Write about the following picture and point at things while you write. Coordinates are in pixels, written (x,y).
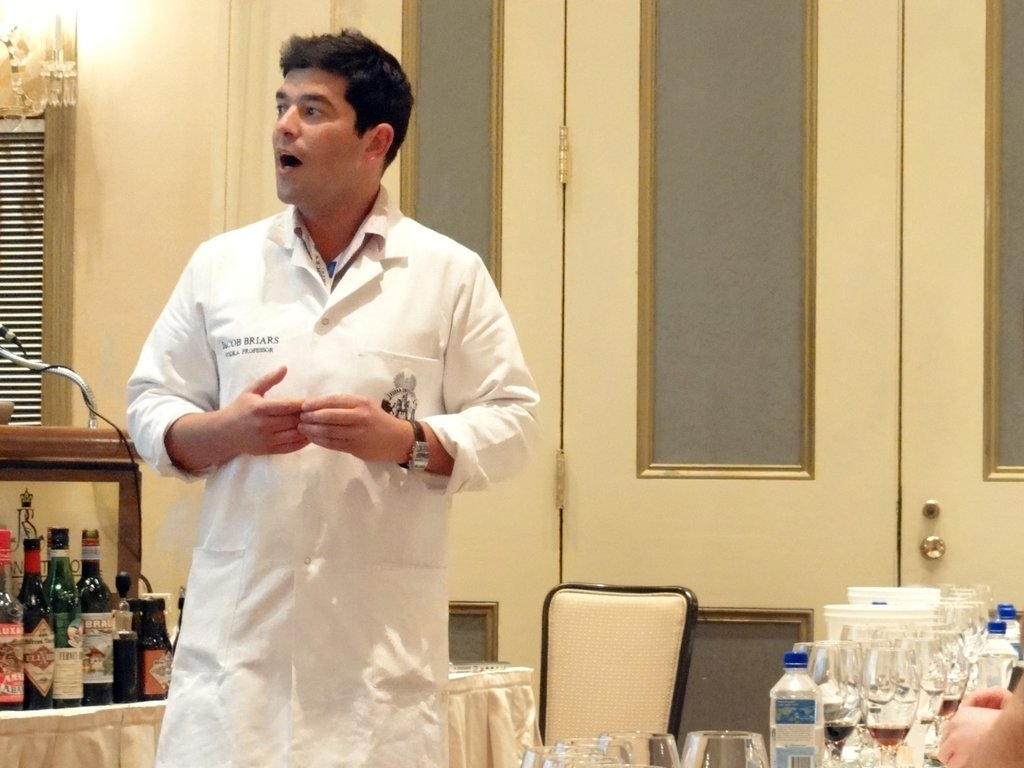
In this image there is a person (183,438) wearing a white coat (383,388) is standing before a table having few bottles (86,624) on it. Bottom of image (596,767) there are few glasses (887,680) and bottles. Behind it there is a chair (615,637). Right bottom there is a person hand (988,730) visible. Background (922,420) there are few doors (624,148) to the wall (150,193).
